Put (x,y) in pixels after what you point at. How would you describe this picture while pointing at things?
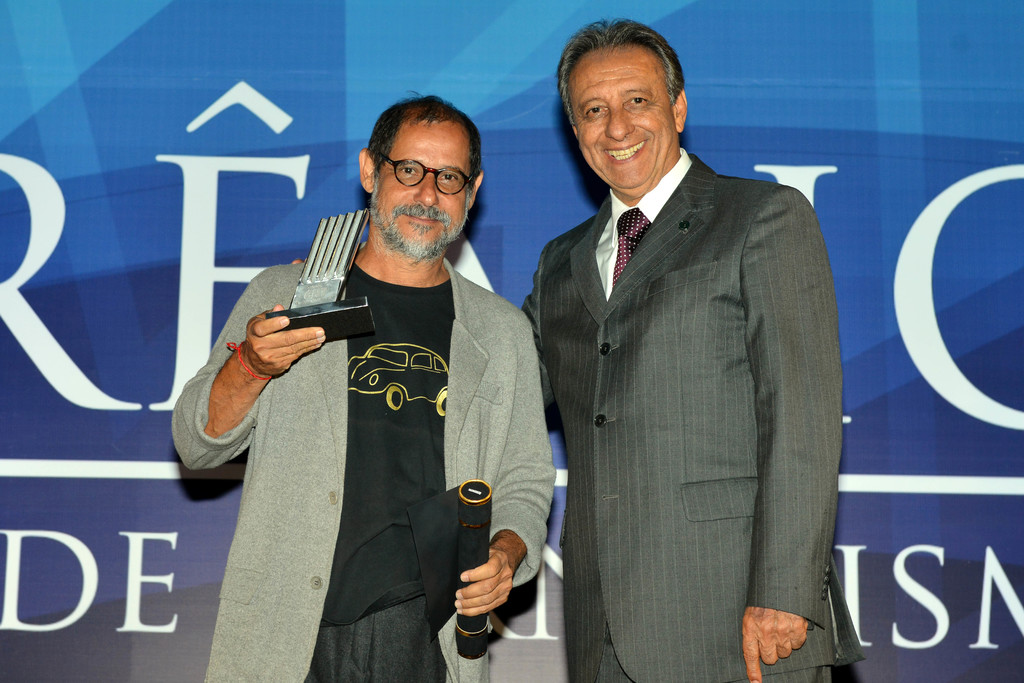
In the background (129,139) there is a banner (220,322). We can see men (550,327) standing and smiling. On the left side (238,552) we can see a man (248,324), holding objects (316,322) in his hands (497,556).
